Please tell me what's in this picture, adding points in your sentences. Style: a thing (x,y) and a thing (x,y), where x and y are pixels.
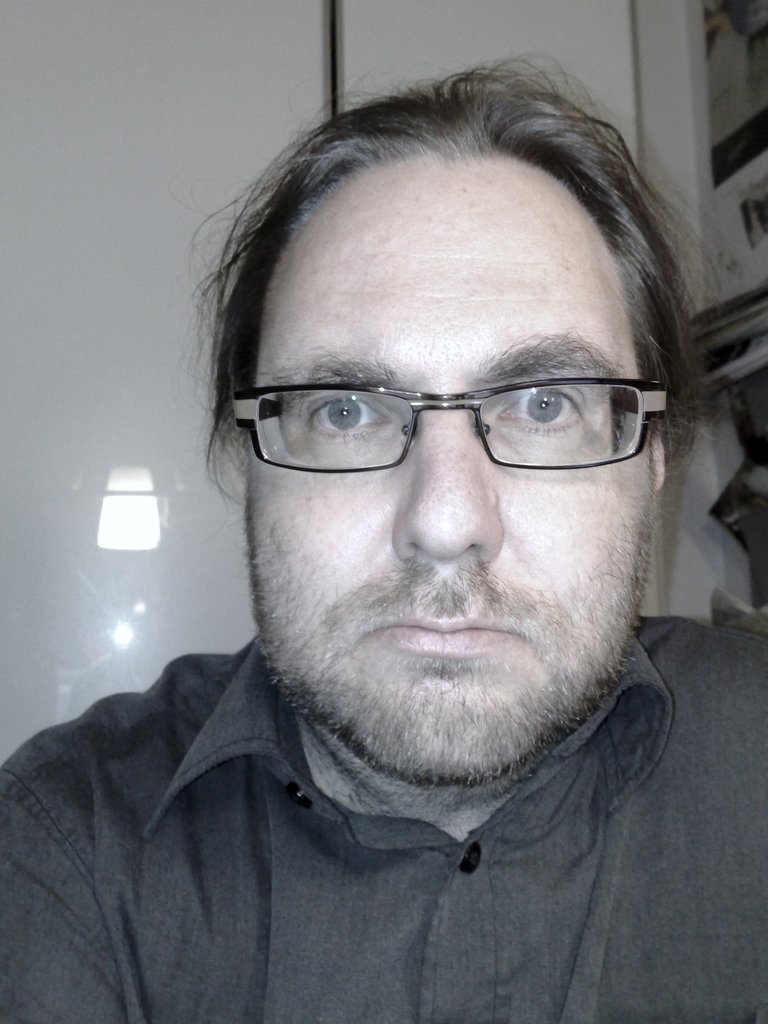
In this image, I can see a man (303,941) with spectacles (409,445) and a shirt (242,808). In the background (177,643), there is a door (454,49). On the right corner of the image (748,219), these are looking like the objects (744,155).
